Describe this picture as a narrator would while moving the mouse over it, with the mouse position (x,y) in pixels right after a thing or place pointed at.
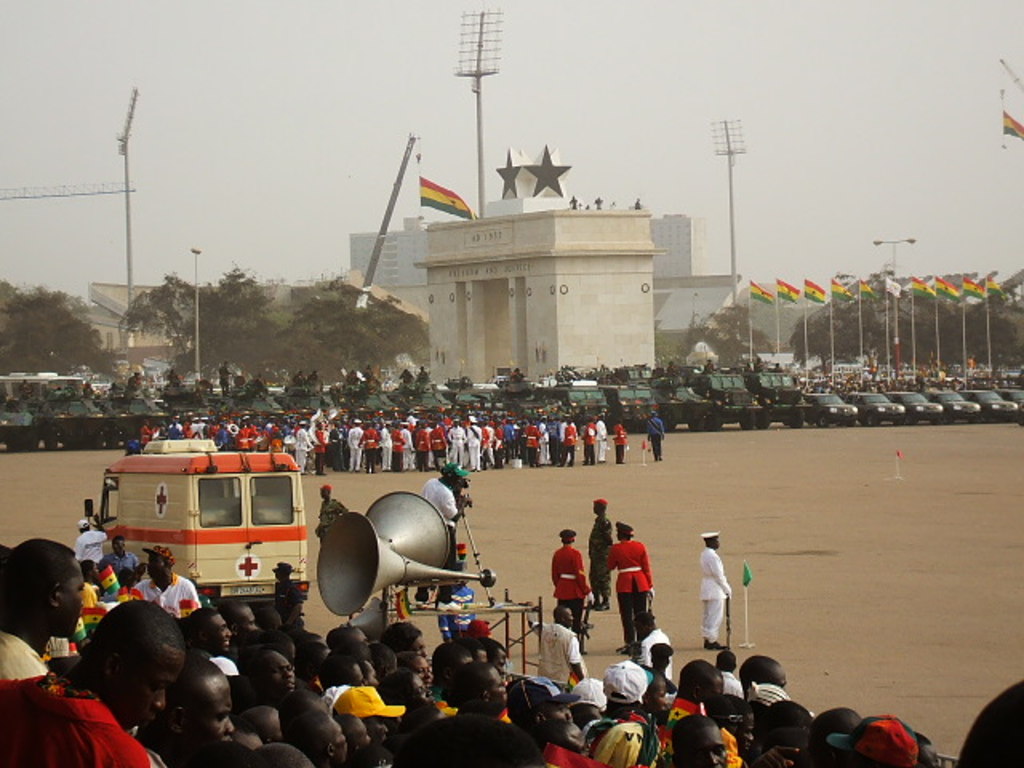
In this picture I can see flags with poles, lights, vehicles (209,515), megaphones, group of people (479,755), cranes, trees (345,296), buildings (497,302), and in the background (827,123) there is sky (768,125).
